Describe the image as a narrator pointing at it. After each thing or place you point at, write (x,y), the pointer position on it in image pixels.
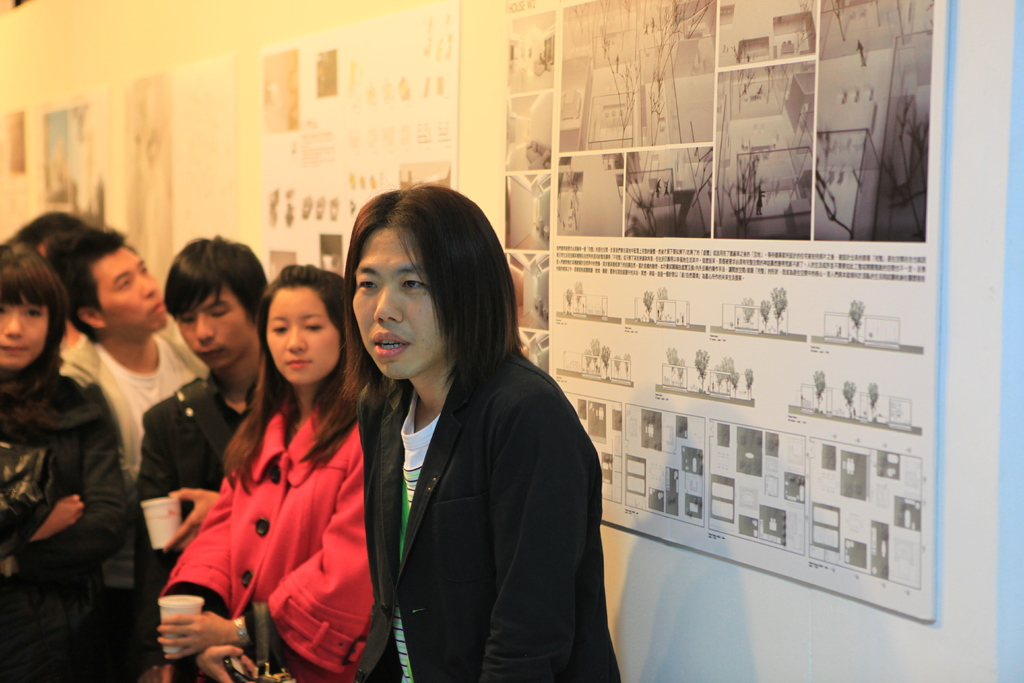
This is an inside view. On the left side (104,526) there are few people (88,542) wearing jackets (75,548) and standing. At the back of these people (347,471) there are few posters (223,147) attached to the wall (159,34).
